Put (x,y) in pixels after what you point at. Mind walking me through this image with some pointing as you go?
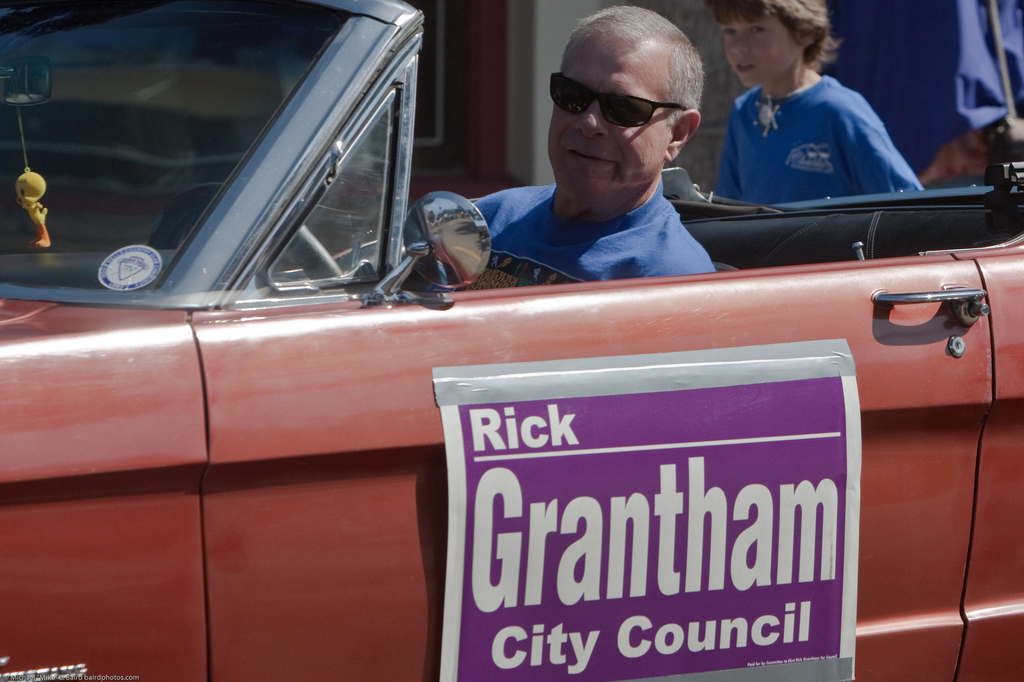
In this image i can see a man (557,221) wearing glasses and blue t shirt (583,227) sitting in a car (483,323), i can see a poster (553,549) attached to the car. In the background (769,162) i can see a child (778,123) and a person (910,83) standing and a building (525,46).
